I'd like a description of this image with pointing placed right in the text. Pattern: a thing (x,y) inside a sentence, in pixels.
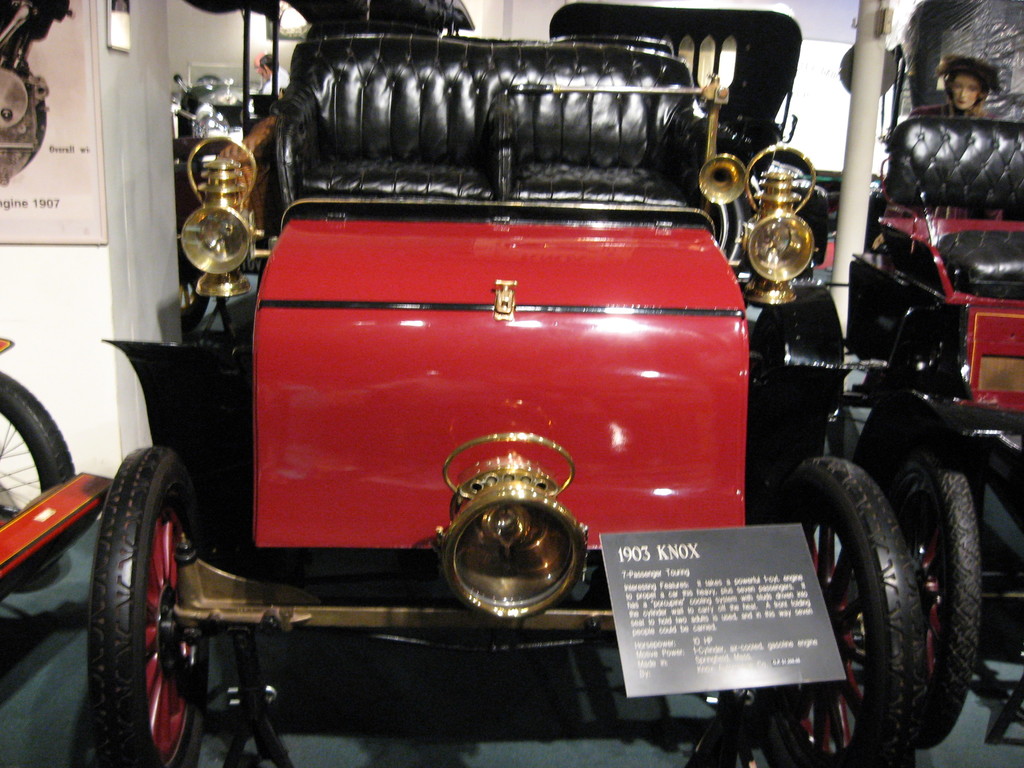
This is an antique car (438,223) with the seats (443,166), horn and wheels (157,579). This is a board (672,646) with the letters (714,612) on it. I can see a pole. This looks like a frame (63,205), which is attached to the wall (136,211). On the right side of the image (927,258), I can see another antique car (970,358).
